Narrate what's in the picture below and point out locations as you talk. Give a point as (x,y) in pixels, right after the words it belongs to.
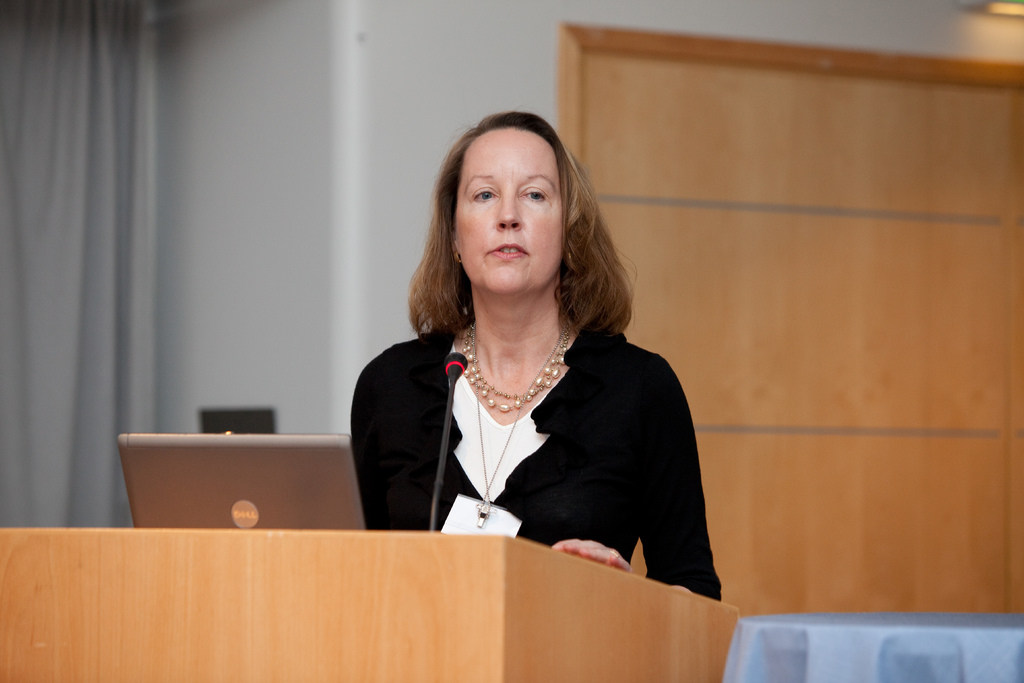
In this image we can see a woman (519,334) standing near the podium (419,572), there is a laptop (261,484) and a mic (439,504) on the podium (459,541), on the left side (103,42) there is a curtain (61,164) to the wall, there is a wooden wall (813,223) in the background (842,332) and on the right side (903,634) there is an object (835,645) looks like a table (924,643).
